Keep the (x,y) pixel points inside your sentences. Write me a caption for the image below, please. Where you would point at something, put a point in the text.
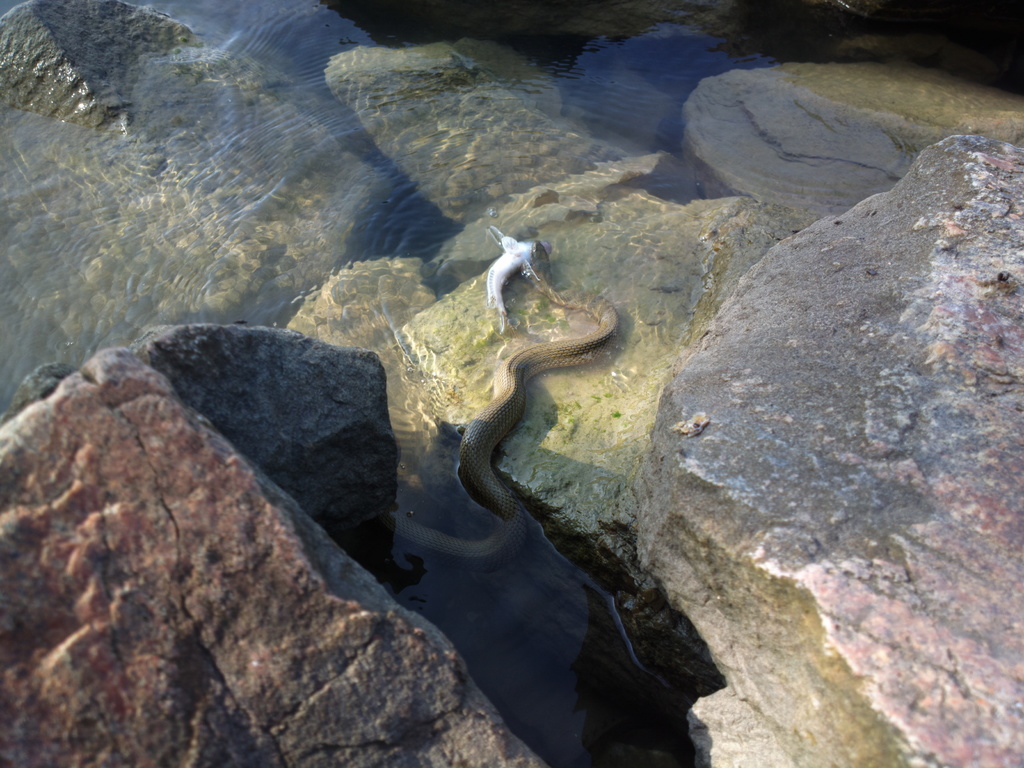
In the center of the image (473,489) we can see snake (420,544) holding fish (494,271) in the water (401,376). On the right (894,452) and left side of the image (301,608) we can see rocks (894,452).
